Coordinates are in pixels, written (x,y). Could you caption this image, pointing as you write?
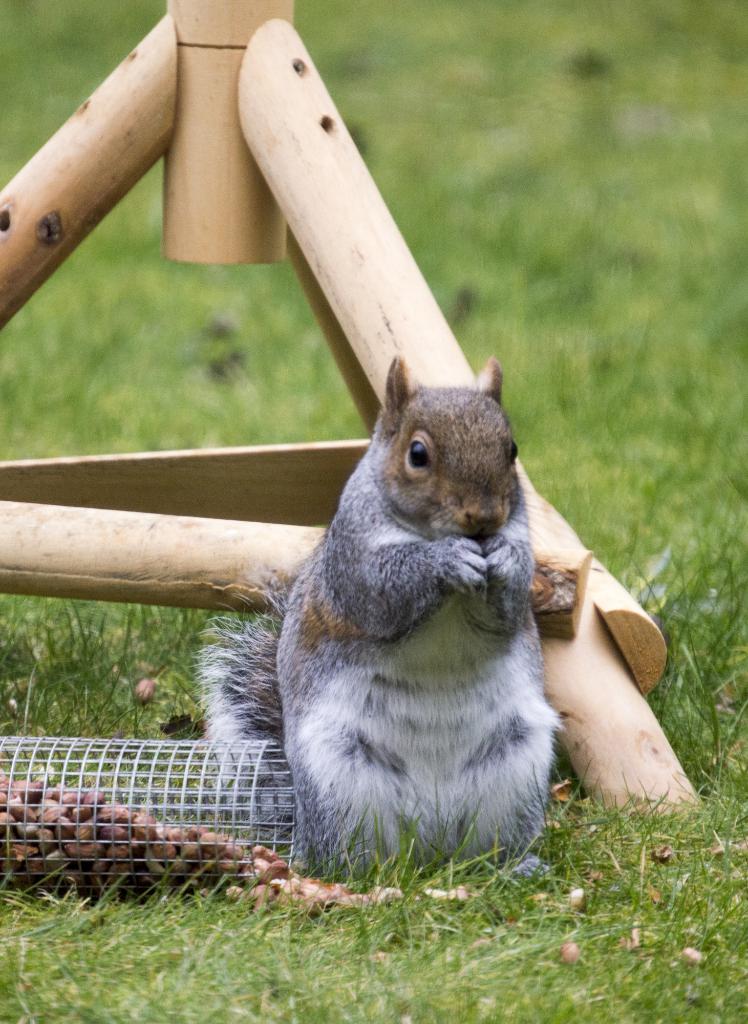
Here we can see a squirrel (406,676) standing on the grass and on the left (135,823) there are nuts (139,837) in a welded wire mesh (200,823). In the background (156,499) we can see wooden object (245,80) and grass (498,139).
